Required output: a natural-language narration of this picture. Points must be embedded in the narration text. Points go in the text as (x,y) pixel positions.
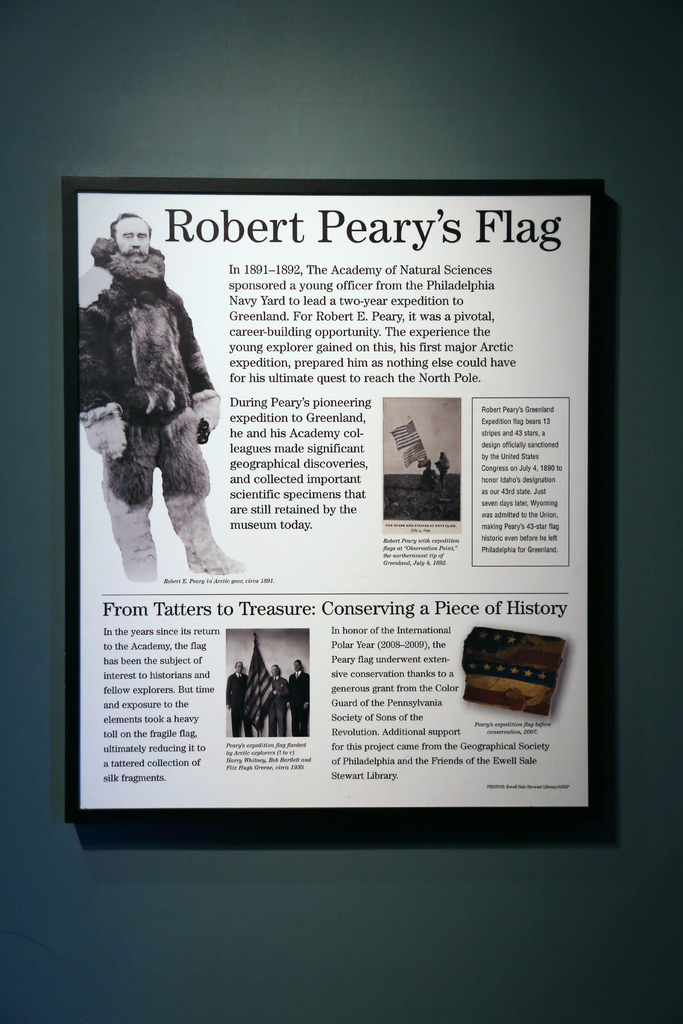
Here in this picture we can see a portrait (302,239) present on a wall (260,912) and in that we can see pictures (186,417) present and we can also see text (264,496) present.
